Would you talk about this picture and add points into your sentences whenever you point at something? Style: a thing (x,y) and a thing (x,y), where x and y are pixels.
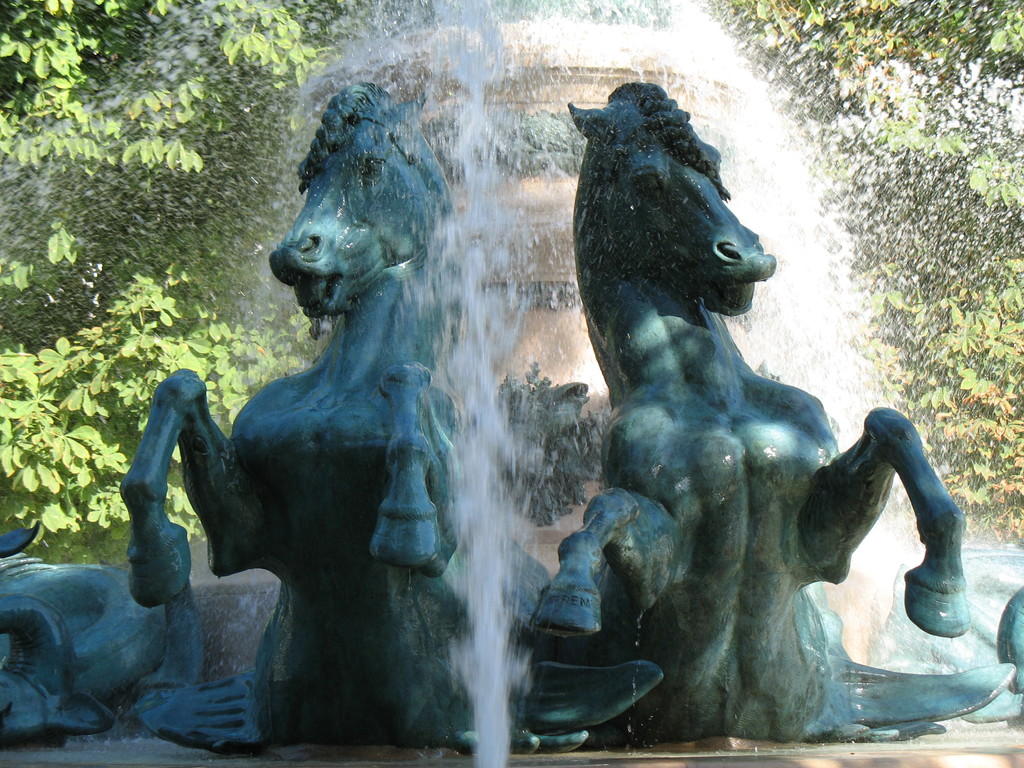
In this image we can see a depiction of horses (670,578), fountain (506,353). In the background of the image (179,15) there are trees (150,173).
